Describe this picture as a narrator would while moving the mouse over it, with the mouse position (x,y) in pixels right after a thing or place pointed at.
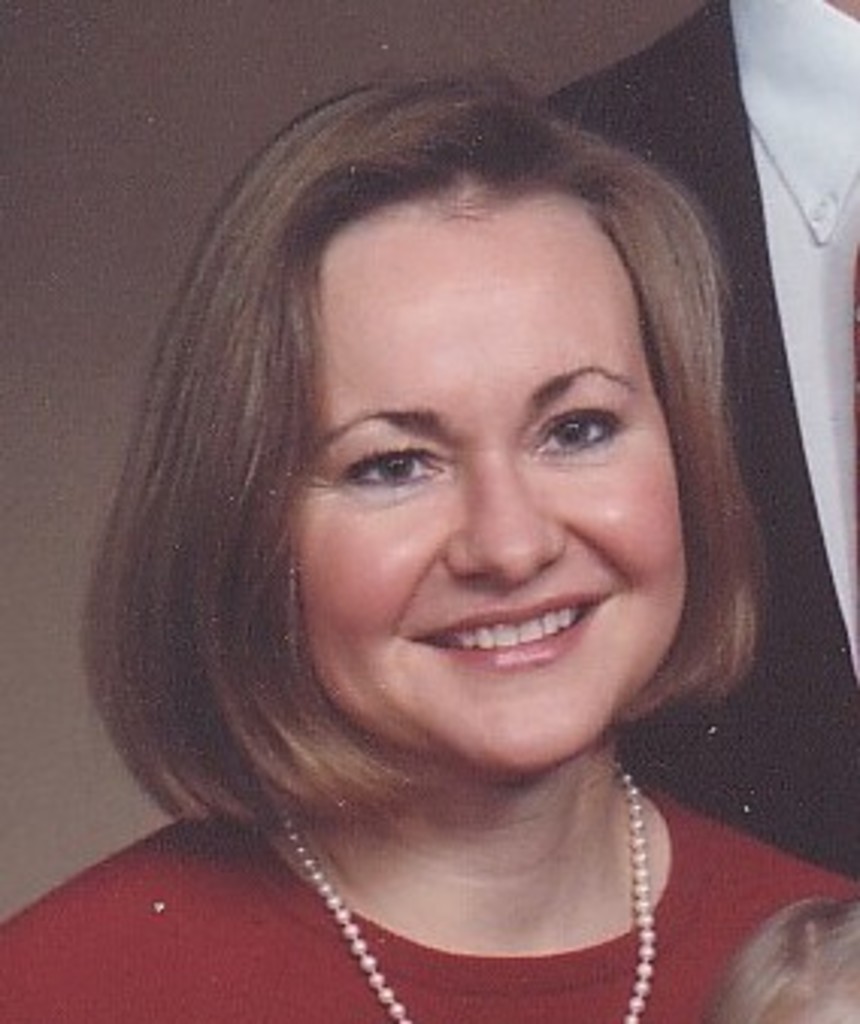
In this image I can see a woman (462,592).
